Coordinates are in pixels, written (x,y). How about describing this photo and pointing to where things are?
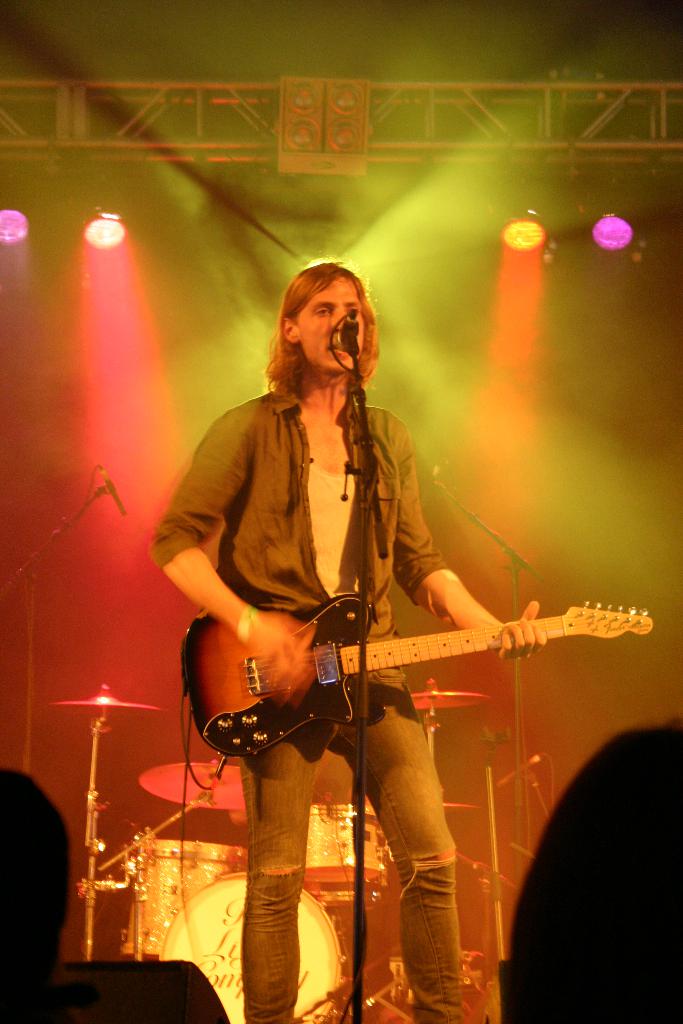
A man (294,390) is singing with a mic (343,344) in front of him while playing guitar (316,634). There is a drum set (416,702) behind him. The lights (112,396) are focusing.
